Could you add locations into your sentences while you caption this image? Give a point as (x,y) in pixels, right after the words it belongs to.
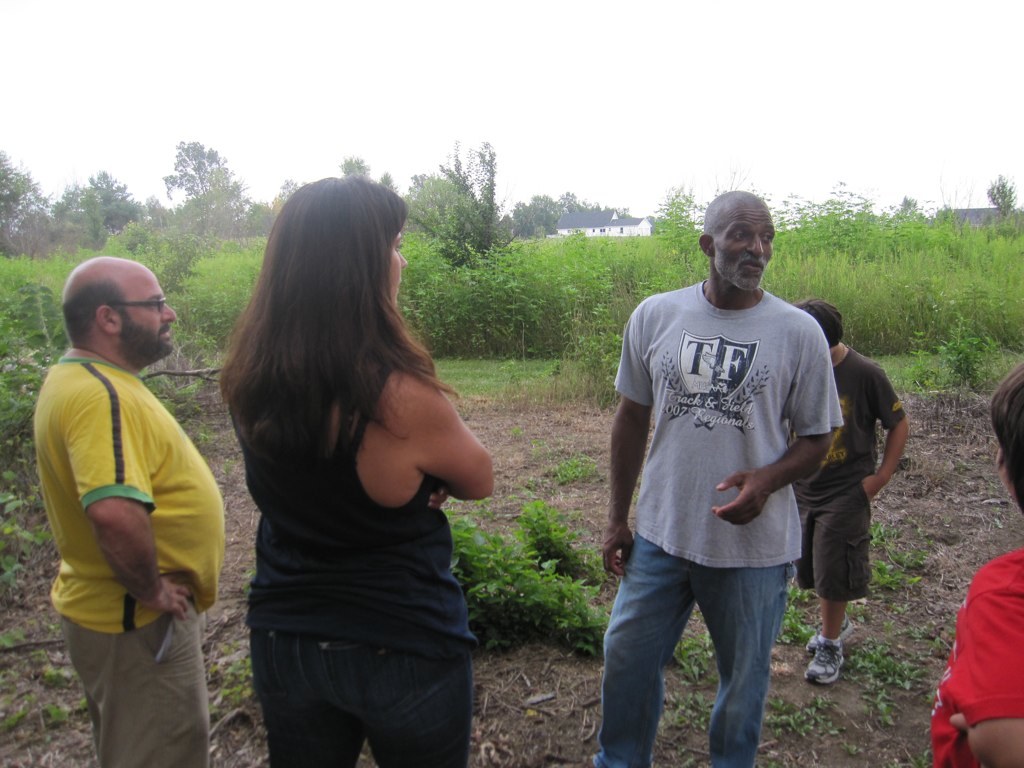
In this picture I can observe few people (419,523) standing on the ground (567,446). In the background (524,296) I can observe plants (148,236), trees (278,208) and sky (491,122).
